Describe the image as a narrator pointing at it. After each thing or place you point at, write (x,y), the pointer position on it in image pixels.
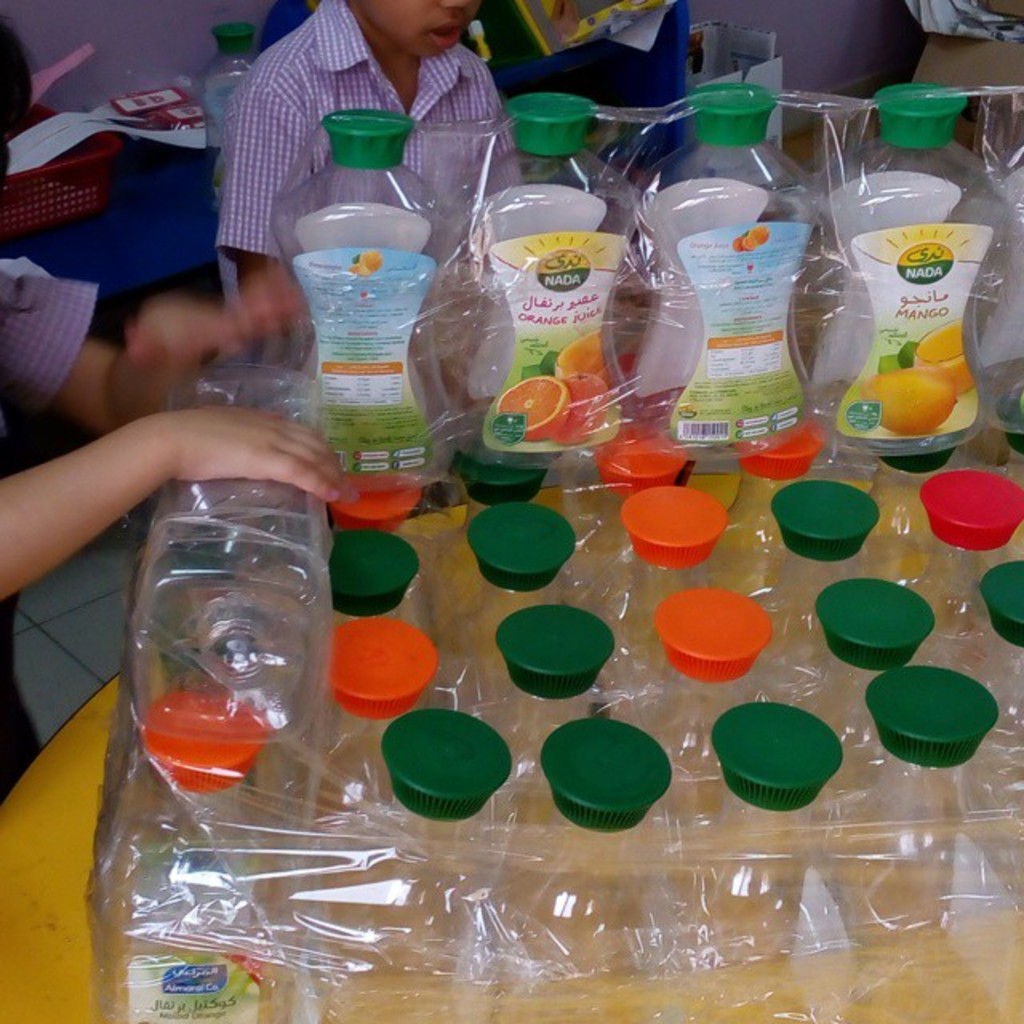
This is a table (51,886) where a packed bottles (450,583) are kept on it. In the background (445,58) we can see two children (363,28) who are on the left side (303,104).
